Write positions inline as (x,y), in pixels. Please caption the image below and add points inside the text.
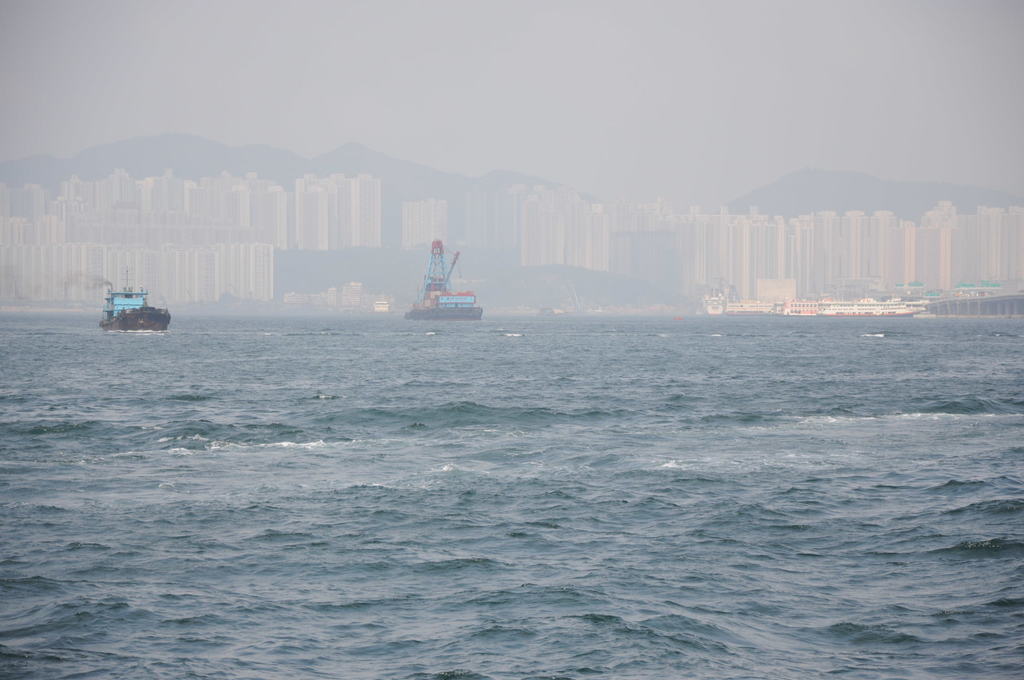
Completely an outdoor picture. This sea (302,569) is highlighted in this picture. Far there are number of buildings (263,194) and mountains (185,148). Boats (130,305) are floating on the sea (569,402).
